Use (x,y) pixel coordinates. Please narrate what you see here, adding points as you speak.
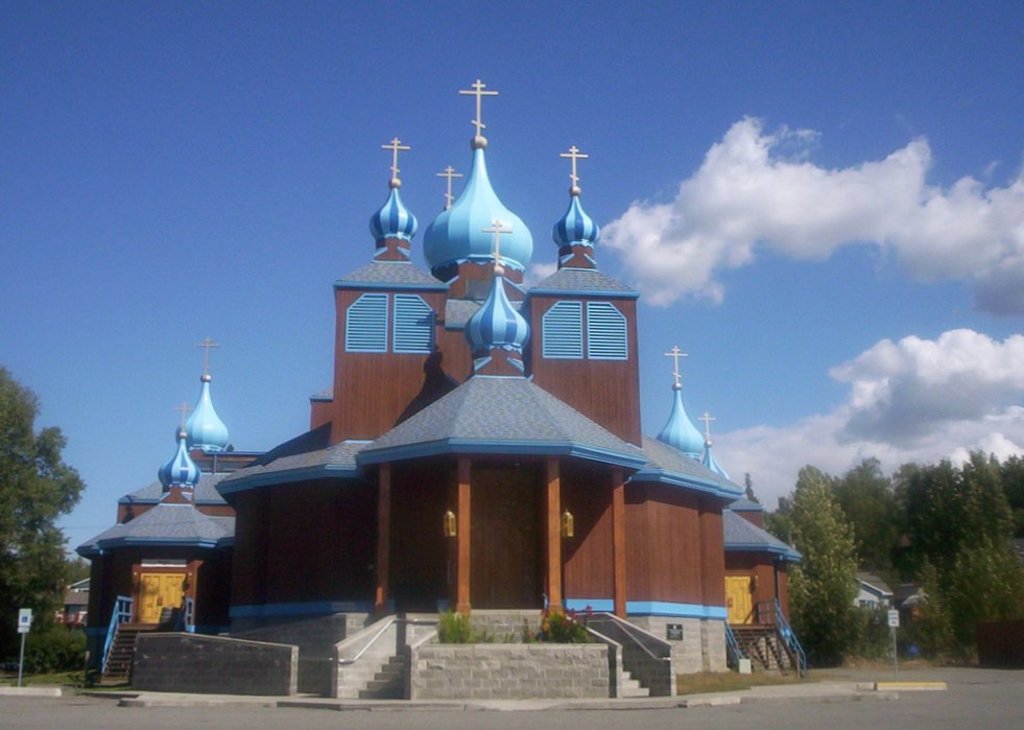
In the image we can see there is a church (428,397) and there are stairs (399,666) in front of the church (353,576). On both sides of the church (775,575) there are lot of trees (46,456).
